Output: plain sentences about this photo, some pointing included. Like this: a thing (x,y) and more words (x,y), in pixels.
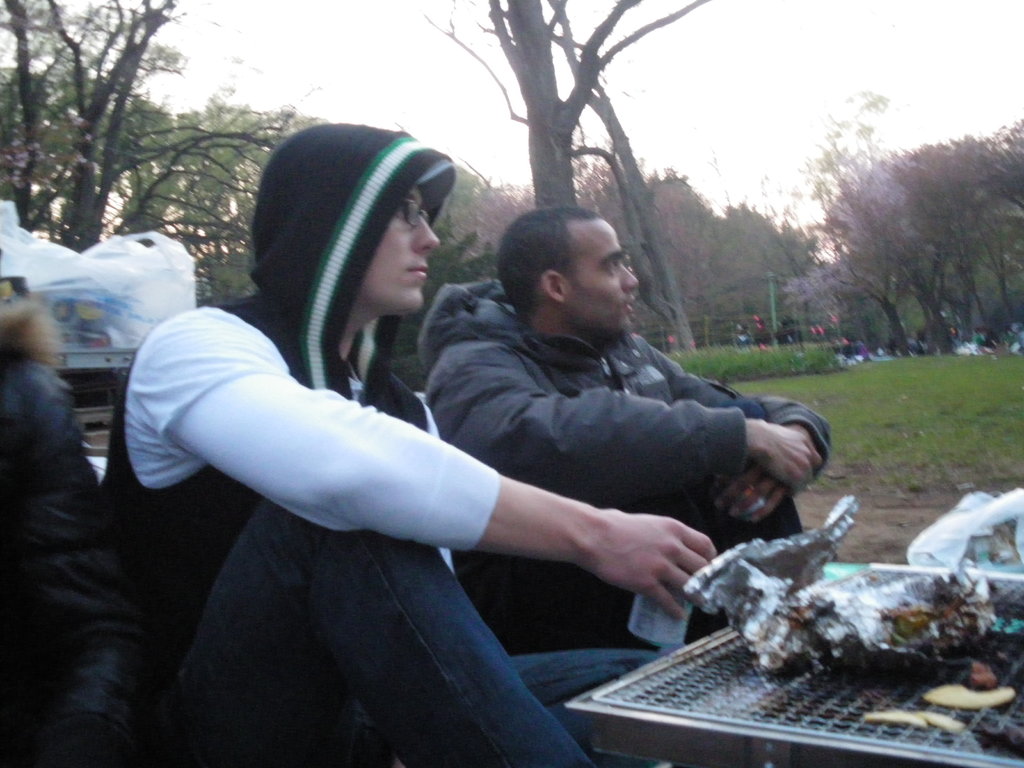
In this image in the foreground (395,456) there are two persons (421,481) who are sitting, in front of them there is one board (754,694). On the board (648,690) there is some cover (871,628) and some food (960,698), on the left side (61,527) there is another person (40,492) who is sitting and in the background (83,265) there are some plastic covers (128,294) trees (698,327) and some persons (910,338) and grass (869,399). At the top of the image (595,90) there is sky (433,120).
